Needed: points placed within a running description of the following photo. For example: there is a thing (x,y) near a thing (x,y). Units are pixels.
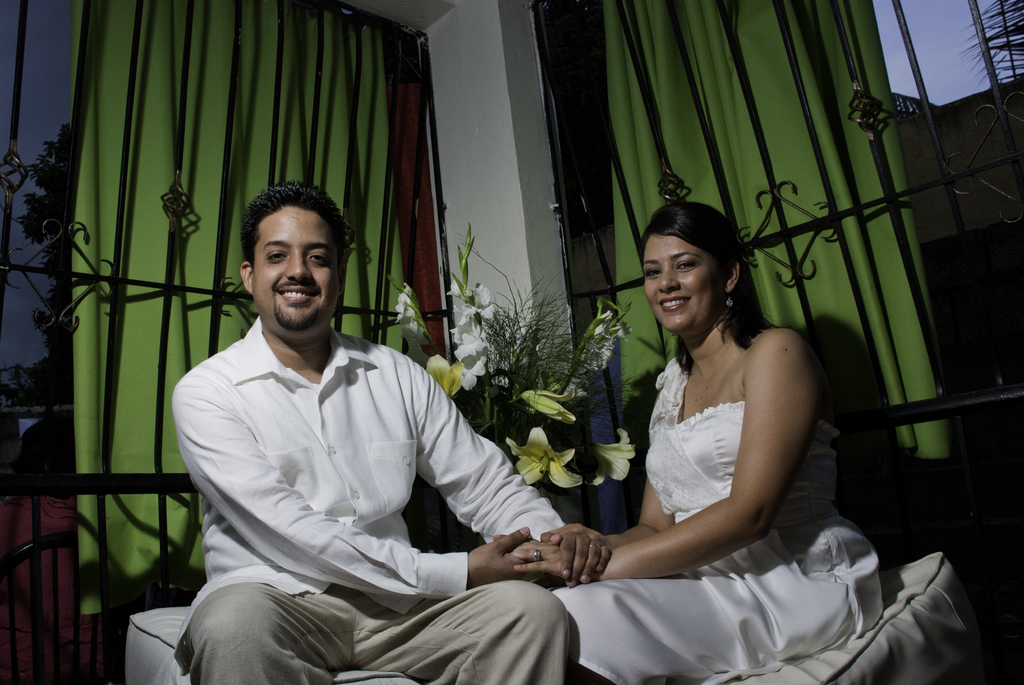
In the center of the image (464,444) we can see two persons (504,532) are sitting on some object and they are smiling. In the background (566,329) there is a wall (522,288), bouquet (520,331) and fencing (165,210). Through the fencing (16,102), we can see the sky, leaves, curtains (776,98) and a few other objects (67,468).
